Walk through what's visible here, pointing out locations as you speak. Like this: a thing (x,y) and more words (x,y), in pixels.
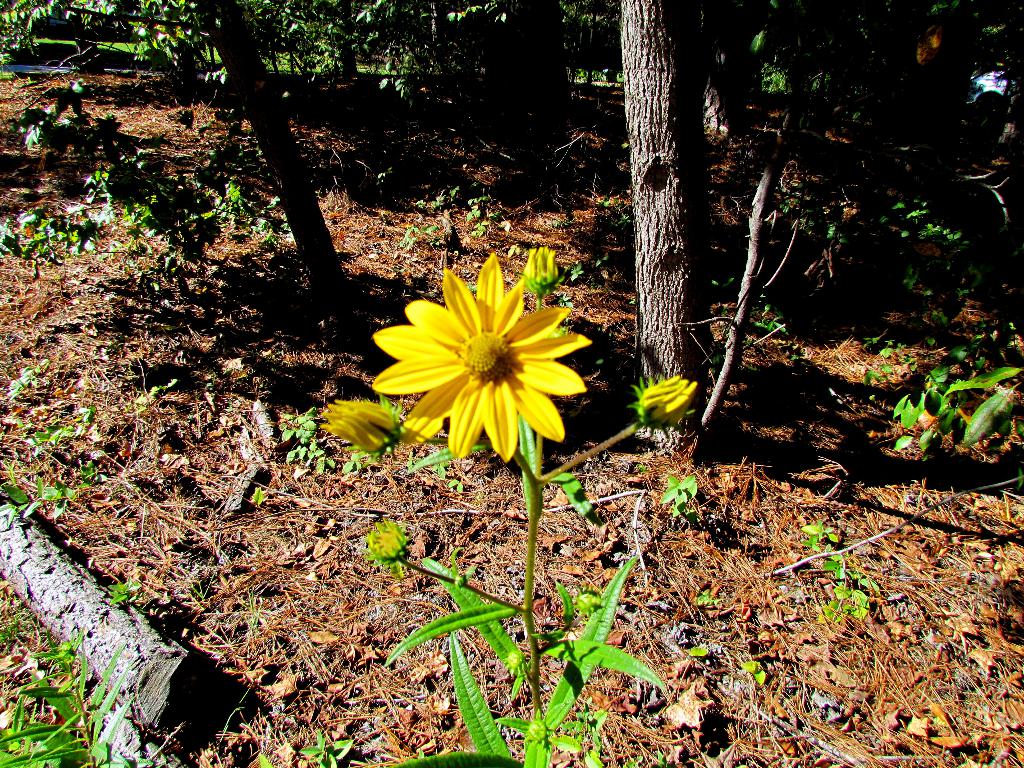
Here I can see a plant (549,733) along with the buds (658,420) and a flower (485,403) which are in yellow color. On the ground (202,428), I can see the dry leaves (921,598) and sticks (279,494). In the background (165,53) there are many trees (378,57). On the left side (54,599) there is a trunk (88,620) on the ground (186,703).
